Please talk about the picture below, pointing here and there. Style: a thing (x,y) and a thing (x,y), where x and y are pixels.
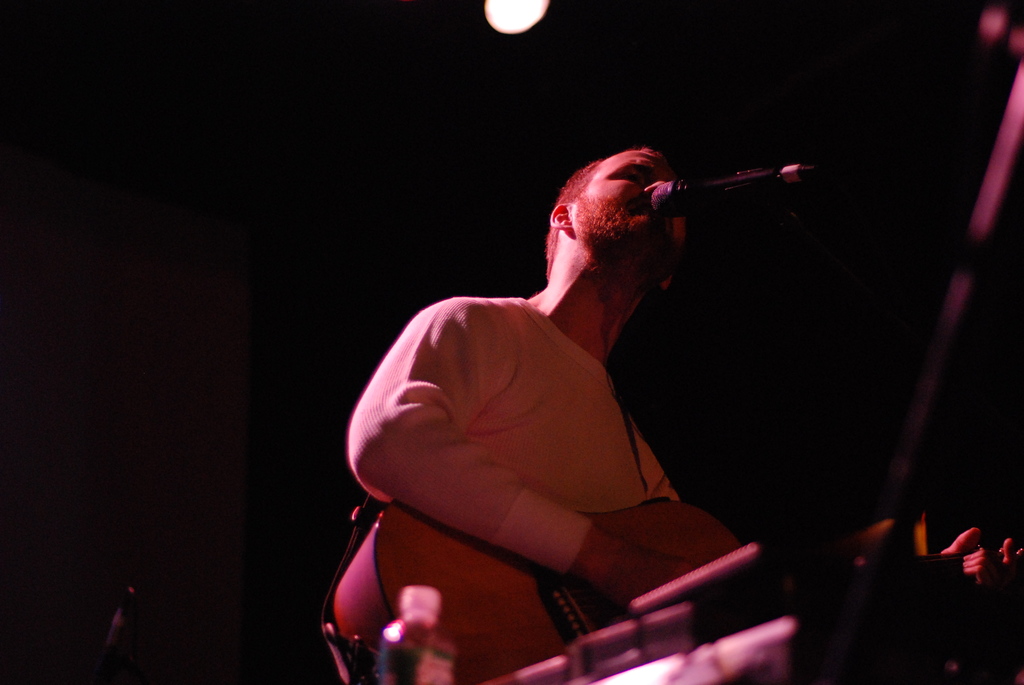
In this picture we can see a man (497,479) is holding a guitar (509,557) and singing a song. In front of the man (629,251) there is a microphone (684,206), bottle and some objects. Behind the man (518,492) there is the dark background (400,115) and the light (511,10).
